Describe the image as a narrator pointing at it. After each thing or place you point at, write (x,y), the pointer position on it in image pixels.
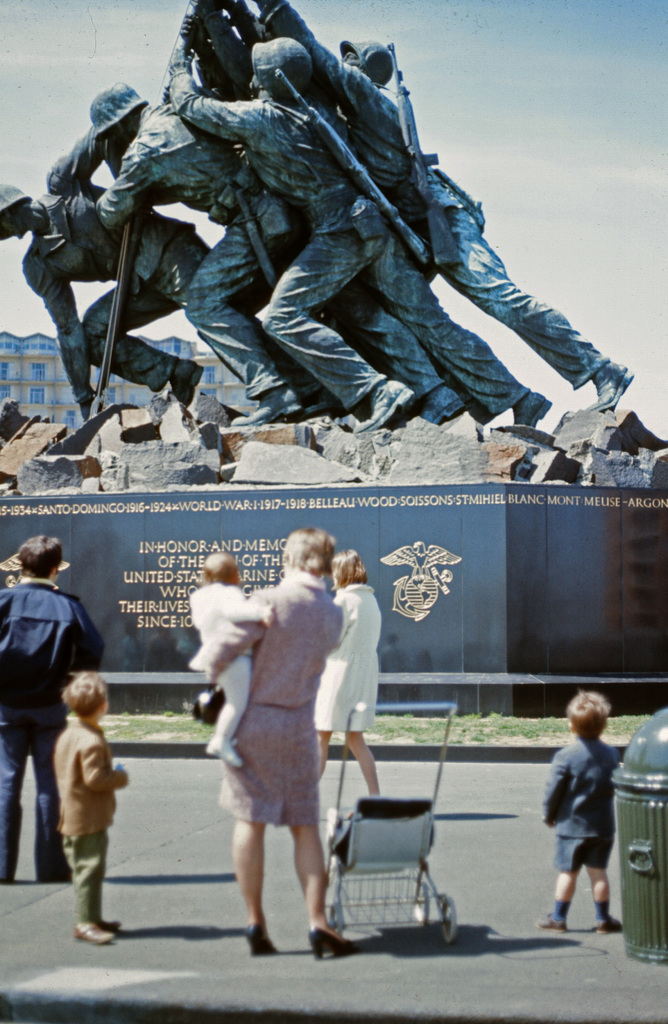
There are persons (249,848), a stroller (421,804) and a dustbin (634,915) on a road (183,919). One of them is holding a baby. In the background (344,313), there are statues (314,69) of the soldiers (407,182) on the stones (388,477) which are on a platform (177,535), on which there are some texts (249,539). In the background (25,360), there is a building (36,360) and there is sky (31,79).
